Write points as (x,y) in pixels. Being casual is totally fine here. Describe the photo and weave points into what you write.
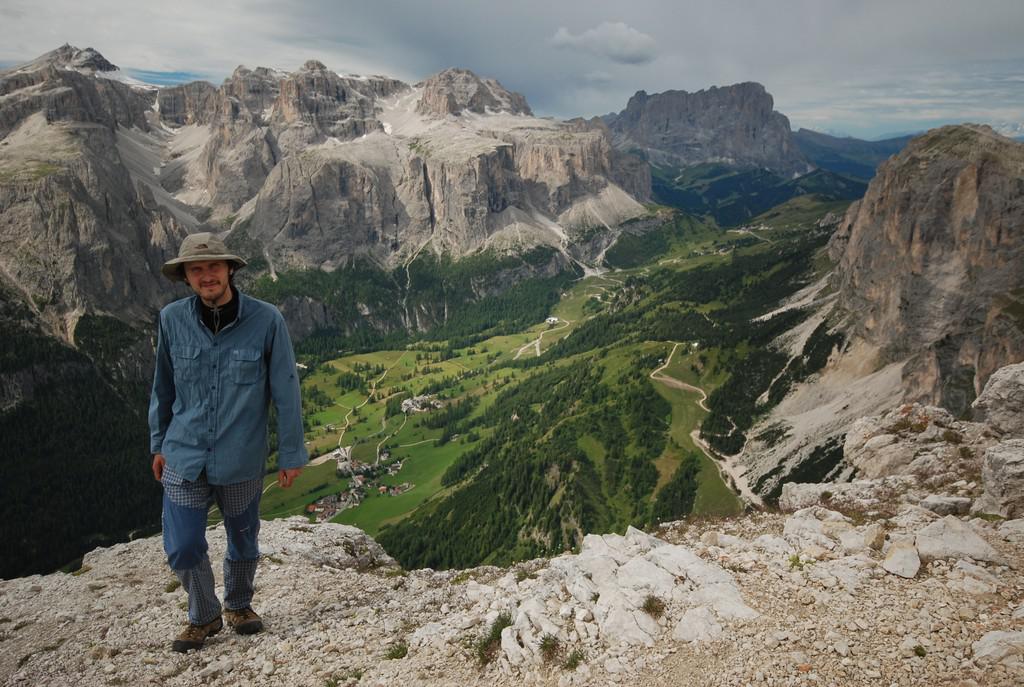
In this picture in the front (242,483) there is a person (261,470) walking and smiling. In the center (518,399) there are trees (515,449) and there's grass (432,445) on the ground (426,357). In the background (584,180) there are mountains (551,120) and the sky (769,45) is cloudy.
